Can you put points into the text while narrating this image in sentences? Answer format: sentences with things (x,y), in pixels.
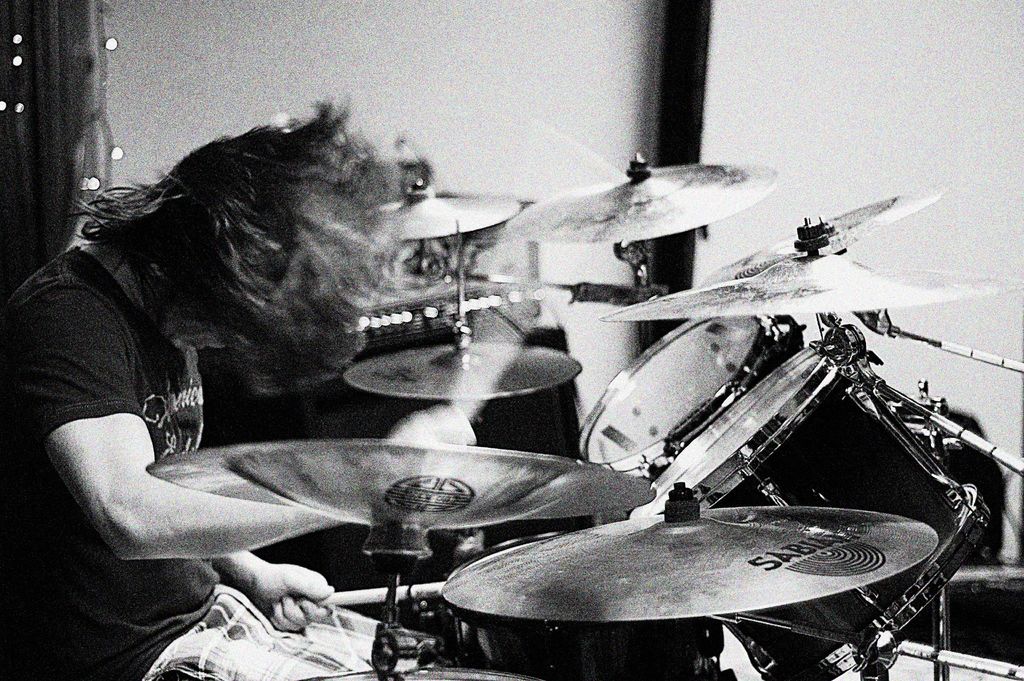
This is a black and white image. There is a person (36,445) on the left side (322,641) and drums (507,353) in front of him. He is playing drums (510,554).
